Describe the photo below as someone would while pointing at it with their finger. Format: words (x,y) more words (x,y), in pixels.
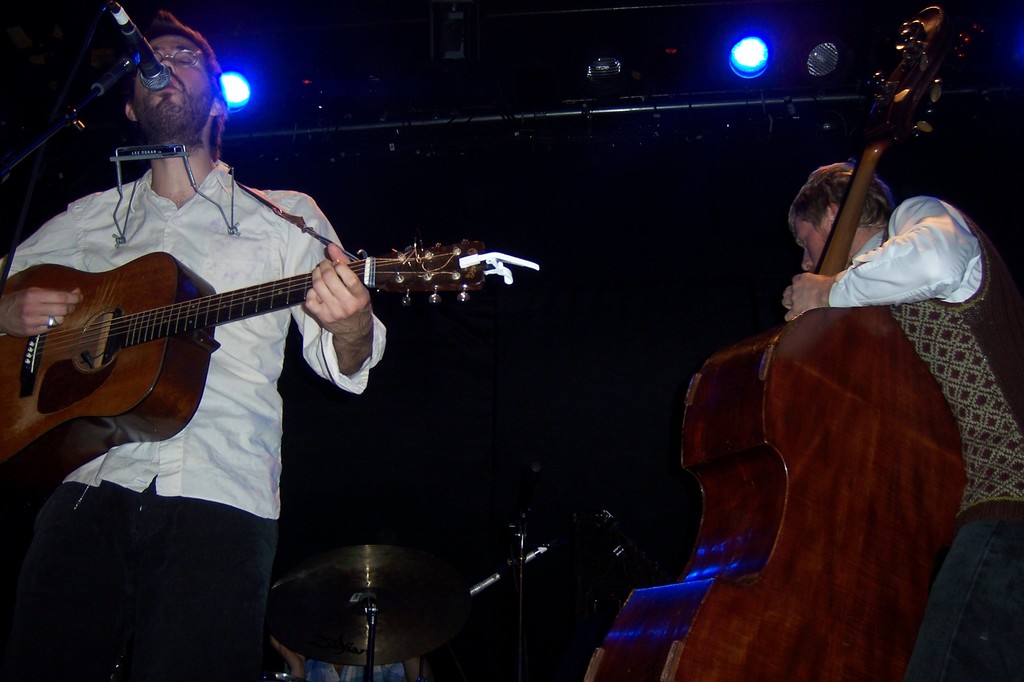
A person (216,265) wearing a white shirt (214,438) is holding guitar (121,304) and singing. A mic (160,86) and mic stand (68,115) is in front of him. There is another person (942,307) holding a big violin (808,534). In the back (410,590) there is a cymbal (396,594). There are lights (737,47) in the background (753,54).
